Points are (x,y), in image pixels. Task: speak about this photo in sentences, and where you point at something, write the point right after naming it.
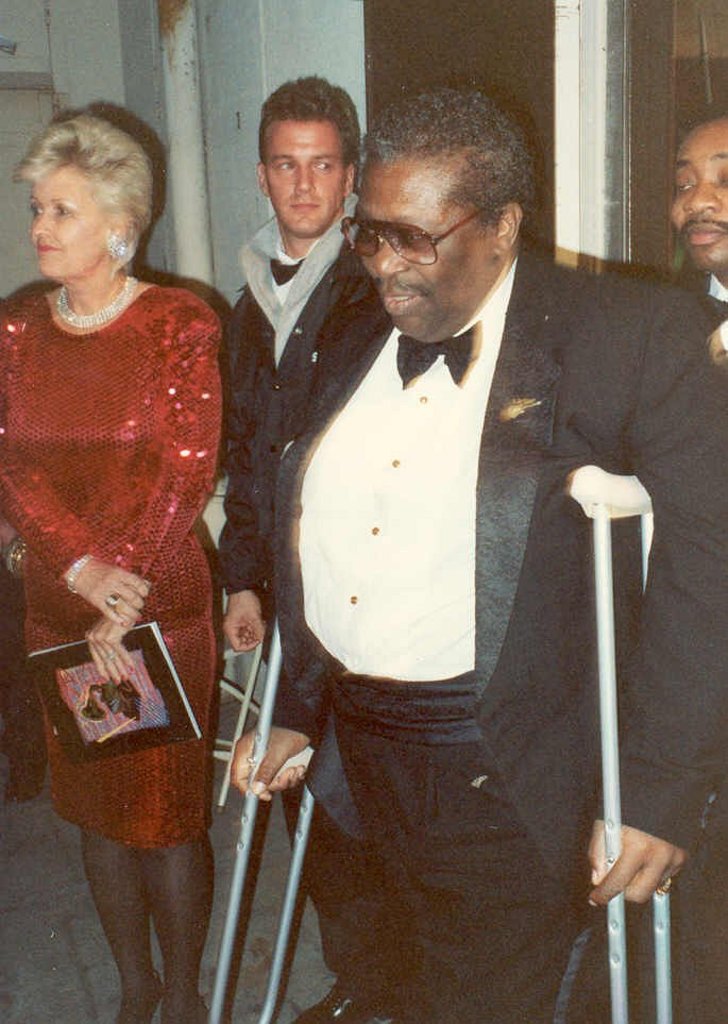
On the left side (110,272), there is a woman (105,139) in red color dress (122,379), holding a book (148,649) and standing. Beside her, there is another person (318,191) standing. On the right side (648,767), there is a person (498,138) in a suit (603,285), holding sticks (610,753) with both hands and standing. Beside him, there is another person (687,181) standing. In the background (232,8), there is pipe (197,72) and wall (325,41).
